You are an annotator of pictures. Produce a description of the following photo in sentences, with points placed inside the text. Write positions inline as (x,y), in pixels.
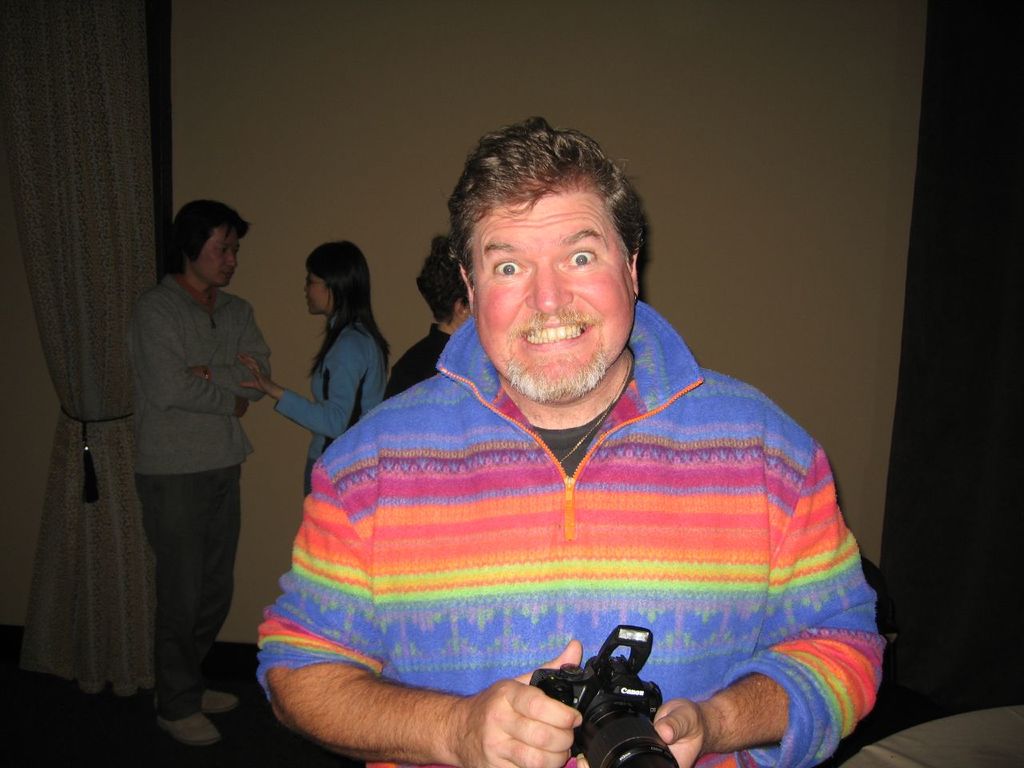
As we can see in the image there is a curtain (102,167), wall (284,305) and four people (456,325). The man (516,325) who is standing in the front (492,670) is holding camera (616,730) in his hands (564,729).
